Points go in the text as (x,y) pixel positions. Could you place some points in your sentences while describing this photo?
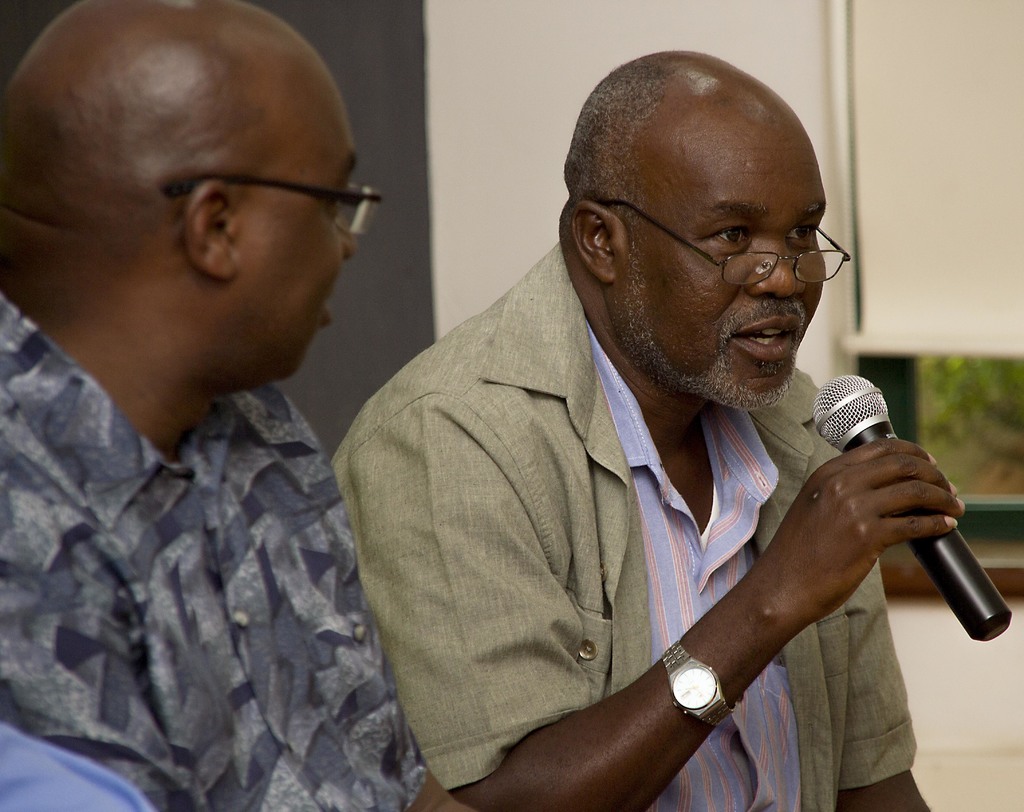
In this image there are two persons (412,518) are sitting in middle of this image (455,272) and there is a wall (554,124) in the background (888,133), and the right side person (781,393) is holding a black color Mic (949,559).
